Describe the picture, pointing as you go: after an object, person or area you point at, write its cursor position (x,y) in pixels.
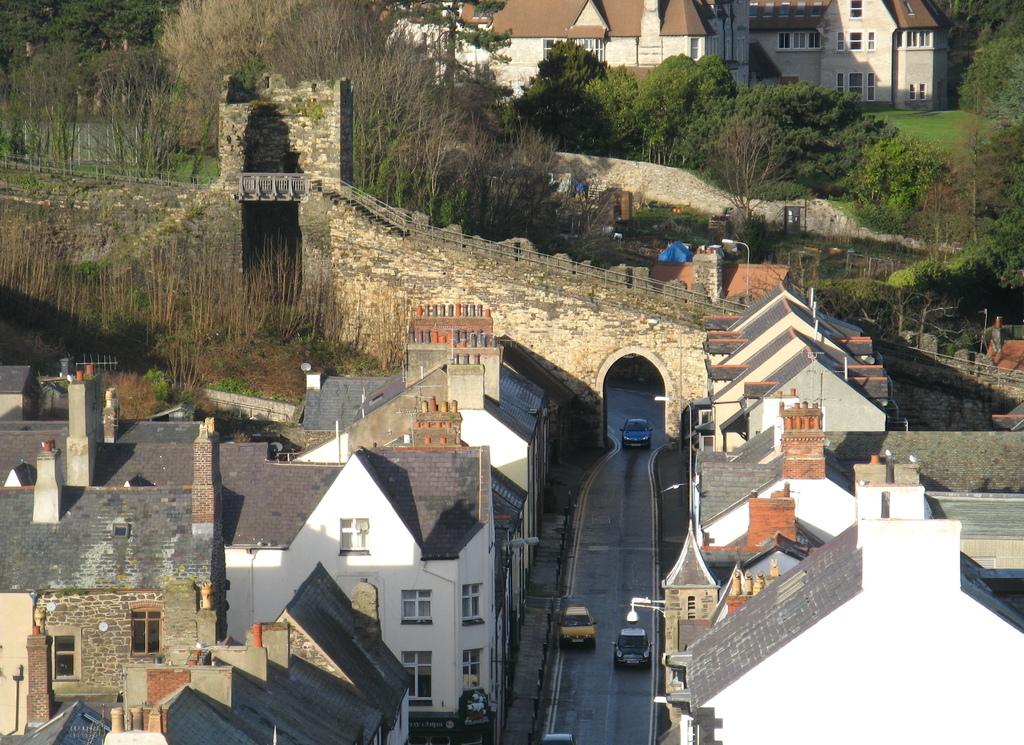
In this image I can see buildings (298,551), vehicles (585,624) on the road (608,581), bridge (529,327), fence (608,272), grass (896,118) and trees (714,135). This image is taken may be during a day.
